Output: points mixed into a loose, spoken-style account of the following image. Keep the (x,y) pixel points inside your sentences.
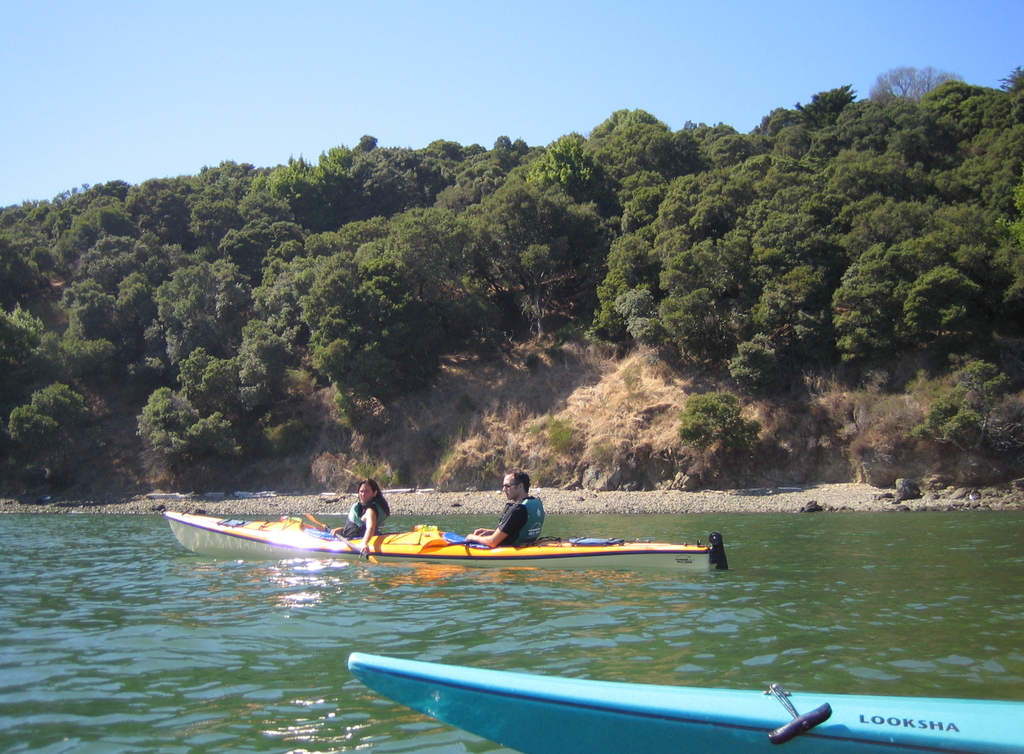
In the center of the image (518,486) there are two people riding boat (723,559). At the bottom of the image (261,627) there is water (259,664). In the background of the image (325,201) there are trees (351,221). At the top of the image (692,64) there is sky (282,48).
